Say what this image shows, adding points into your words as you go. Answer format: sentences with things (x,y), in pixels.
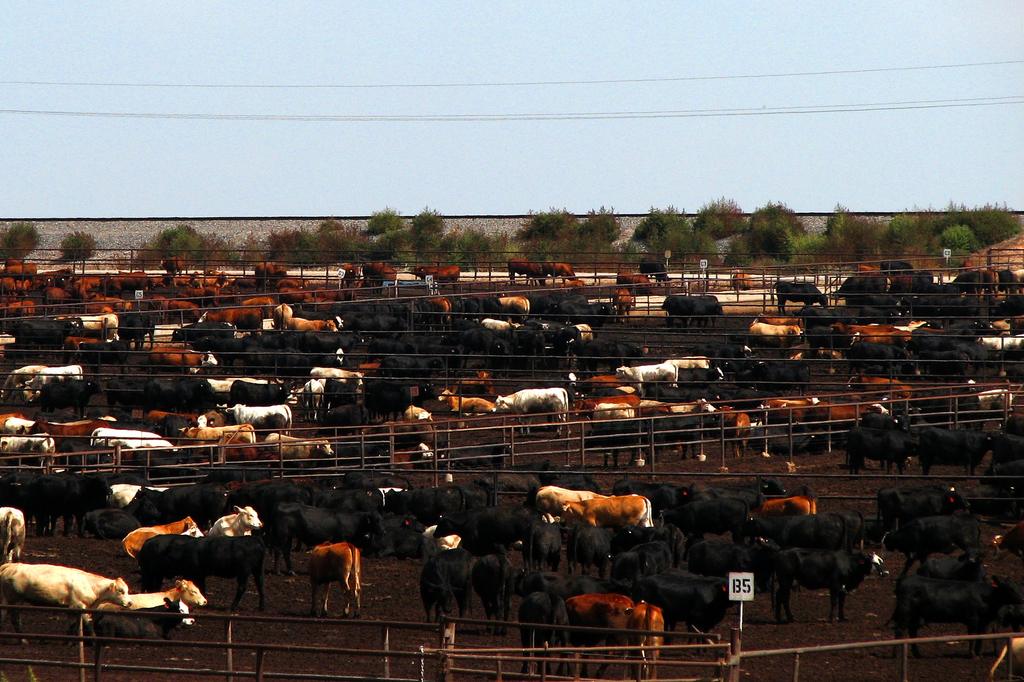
In this image we can see many animals (311,560) are in the fence (54,610). In the background (465,247), we can see trees (889,237), wires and the sky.
